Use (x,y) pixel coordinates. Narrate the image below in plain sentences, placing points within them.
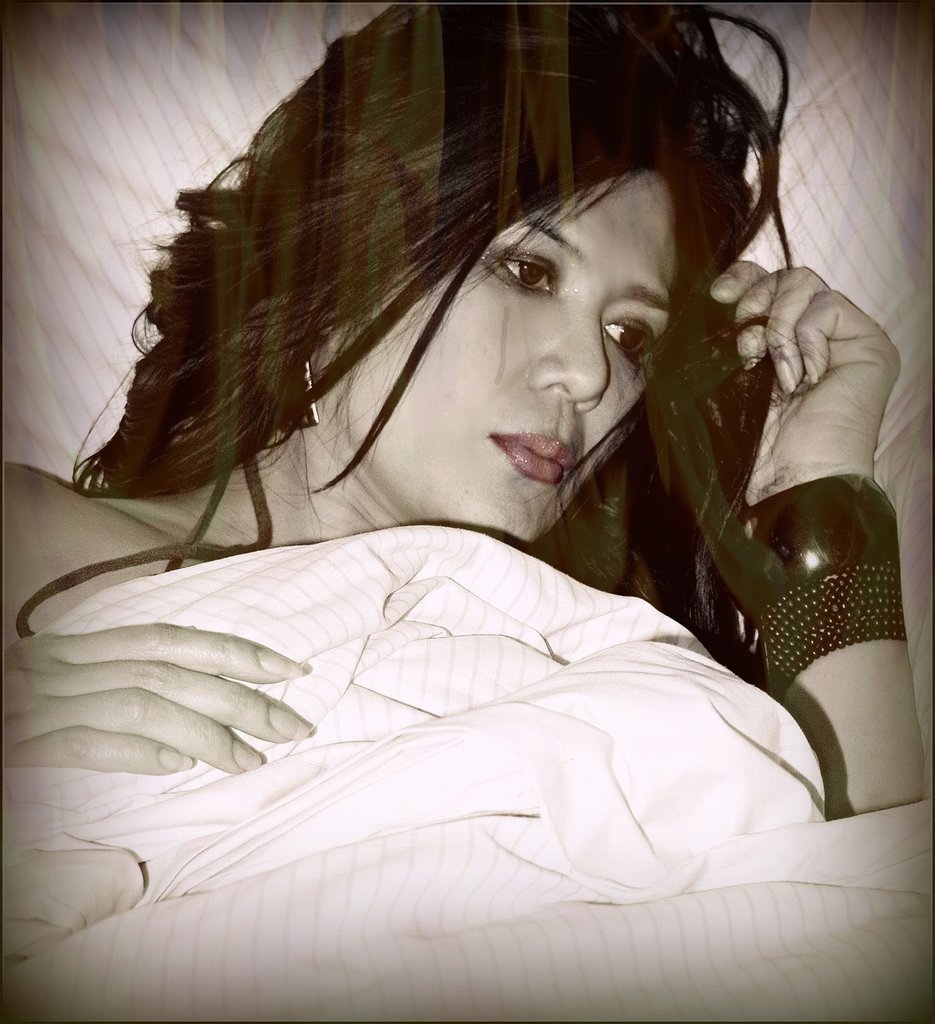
There is a woman (515,214) lying on a bed (212,140). And covering her body (58,549) with a bed sheet (386,530).
